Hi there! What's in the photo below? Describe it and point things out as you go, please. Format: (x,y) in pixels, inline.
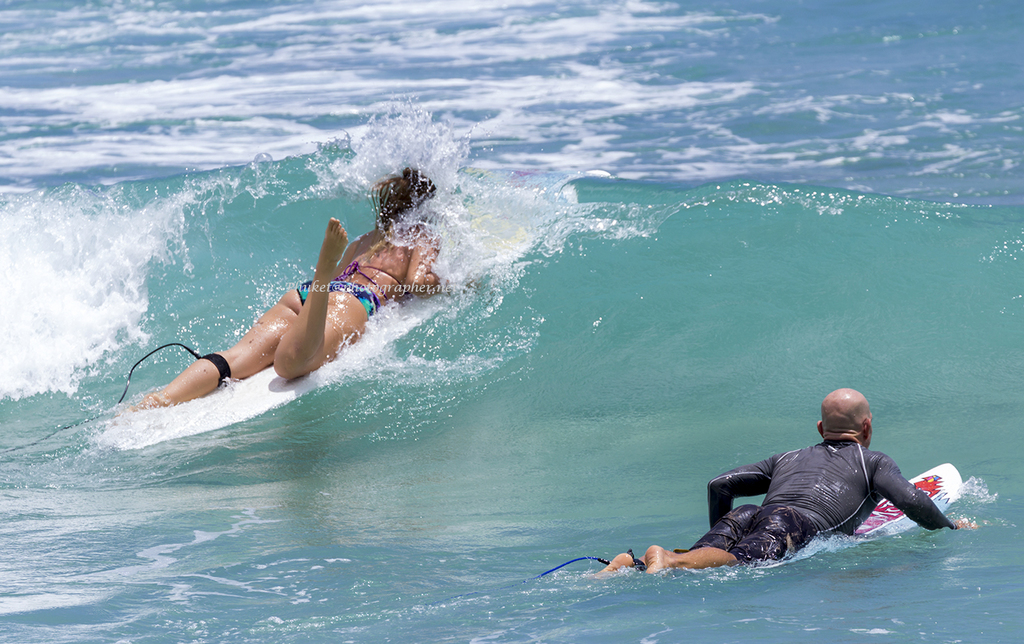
As we can see in the image, there is a water (515,167) and two people (375,281) laying on surfing board (236,410).
